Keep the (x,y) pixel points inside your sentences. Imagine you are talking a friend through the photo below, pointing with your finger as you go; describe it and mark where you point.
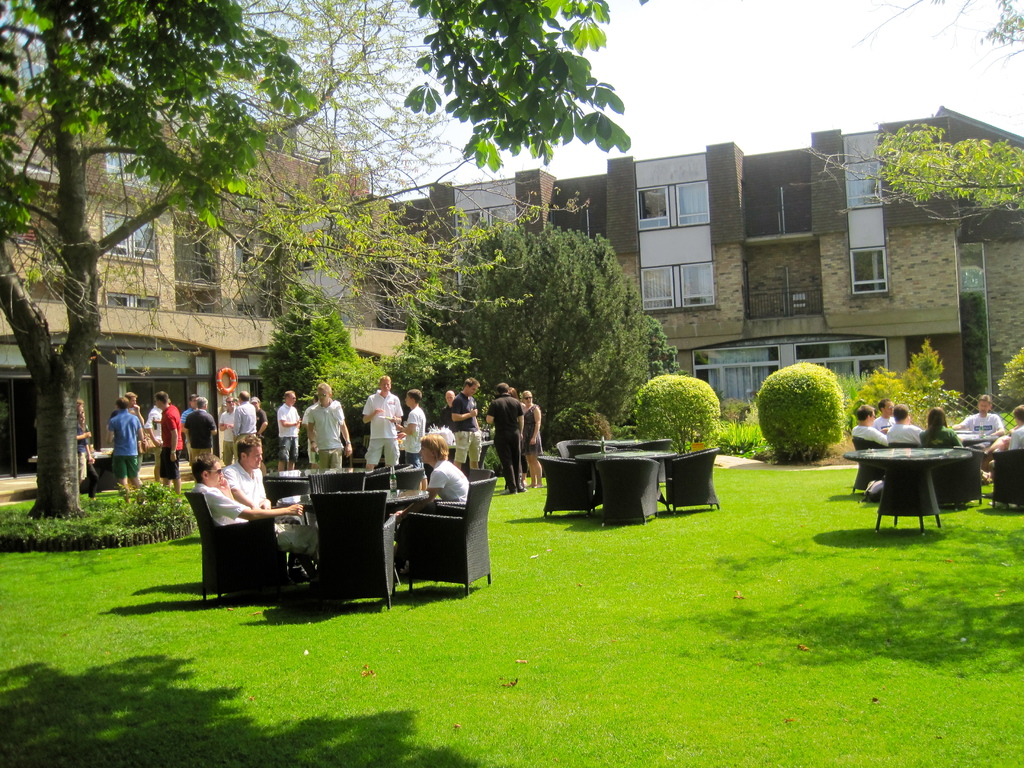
In the picture we can see a grass surface (760,681) with some chairs (549,462) and tables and some people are sitting on it and behind them, we can see some people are standing near the tree (585,348) and in the background (594,335), we can see plants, trees (485,301) and buildings (675,246) with windows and behind it we can see the sky (575,174).
